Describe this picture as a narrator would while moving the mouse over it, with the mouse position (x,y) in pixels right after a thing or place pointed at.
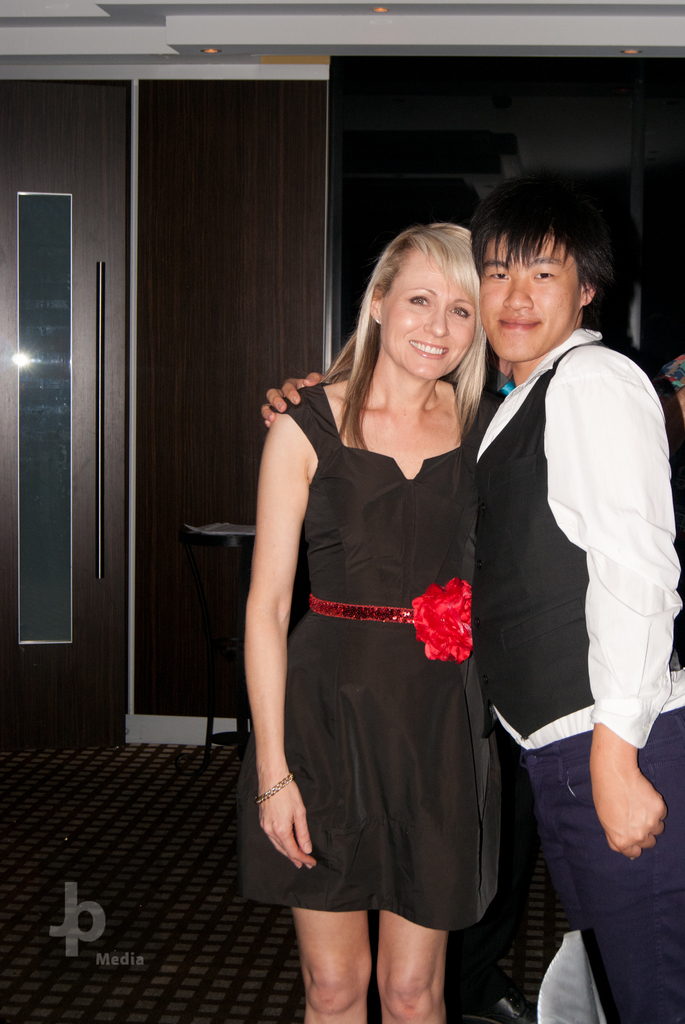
In this image I can see a man (510,437) and a woman (434,449) are standing together and smiling. In the background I can see lights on the ceiling (330,24). Here I can see a watermark (70,893). On the floor (119,931) I can see some objects (206,643).
